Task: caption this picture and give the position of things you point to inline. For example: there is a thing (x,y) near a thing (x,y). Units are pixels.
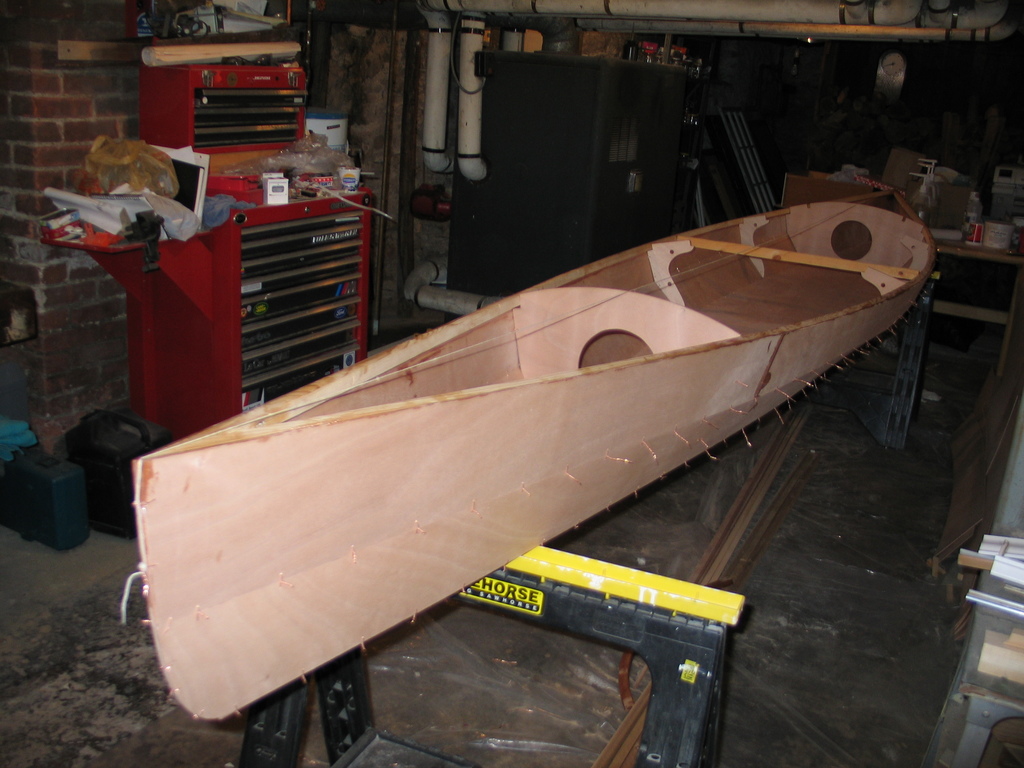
We can see boat (659,456) on stands (905,351). On the left side of the image (29,514) we can see boxes (60,459) on the floor (91,555) and so many things (203,117) on red object (203,117). In the background (382,123) we can see pipes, wall (109,95), clock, some objects (1003,234) on the table (964,245) and few objects (653,51) on the surface (623,74).
